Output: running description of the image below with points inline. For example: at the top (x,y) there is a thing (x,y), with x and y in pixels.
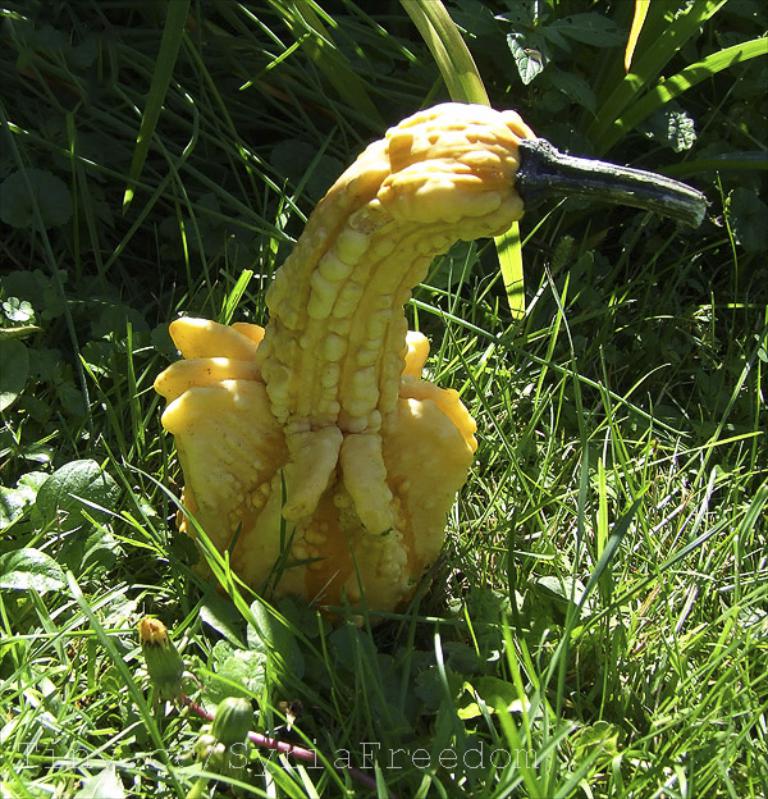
Here we can see vegetable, grass (495,550) and plants (570,25).
